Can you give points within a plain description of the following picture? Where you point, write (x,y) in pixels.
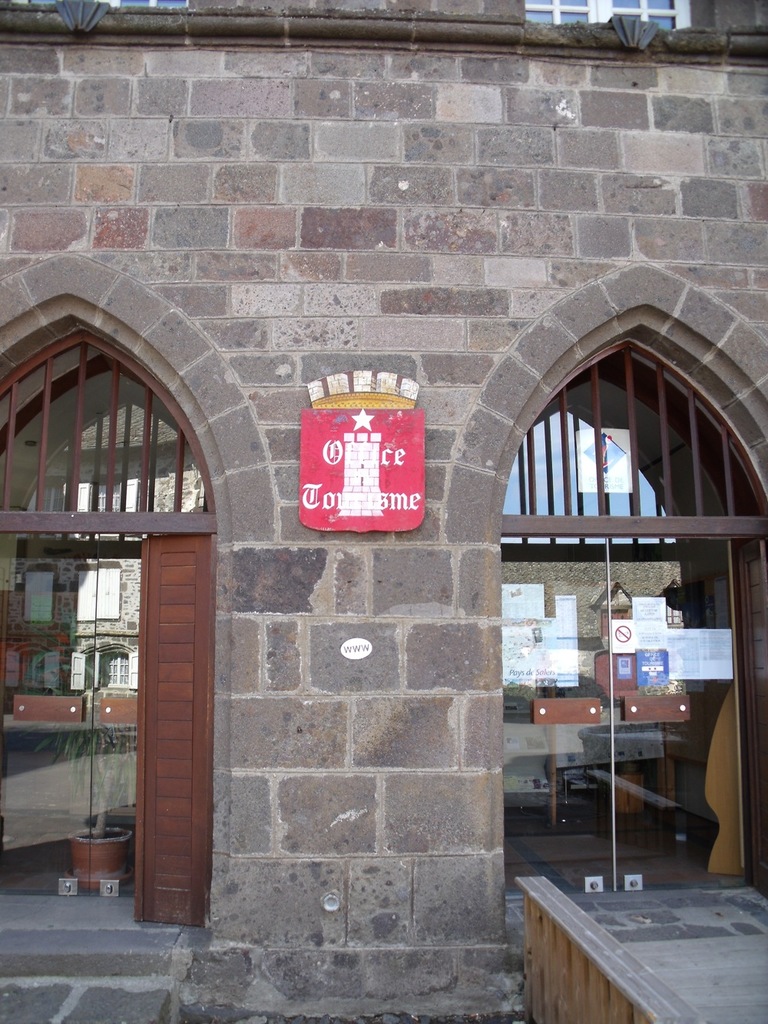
In this image I can see the building (387,791) which is made up of bricks (310,176), a red colored board (397,388) attached to the building (336,301), the brown colored door (167,857) and two glass doors (607,759), few poster (686,662) attached to the glass door (622,617) and through the glass door (68,863) I can see a flower pot (99,841), a plant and to the top of the image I can see windows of the building (423,822).
